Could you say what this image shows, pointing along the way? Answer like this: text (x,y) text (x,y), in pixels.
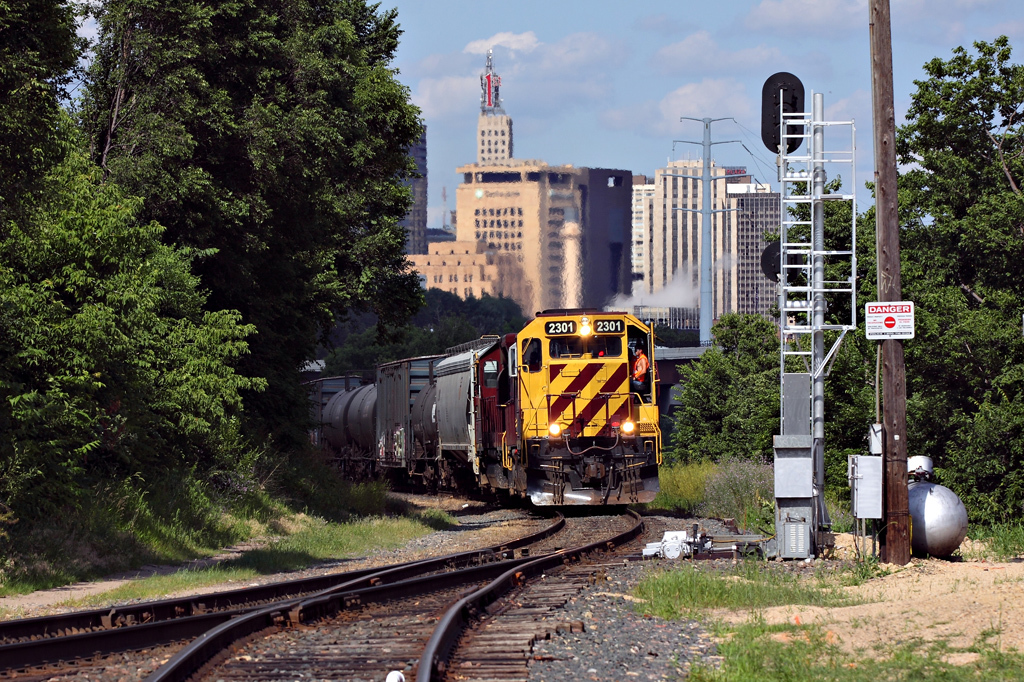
In this picture we can see a person (633,375) in the train (616,367) and the train (568,391) is on the railway track (551,515). On the left side of the image (222,206) there are trees (182,356). On the right side of the image (805,403) there are poles (887,195), a signboard (873,326) and a round shape object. Behind the train (504,351) there are buildings (548,176) and the sky (608,49).
